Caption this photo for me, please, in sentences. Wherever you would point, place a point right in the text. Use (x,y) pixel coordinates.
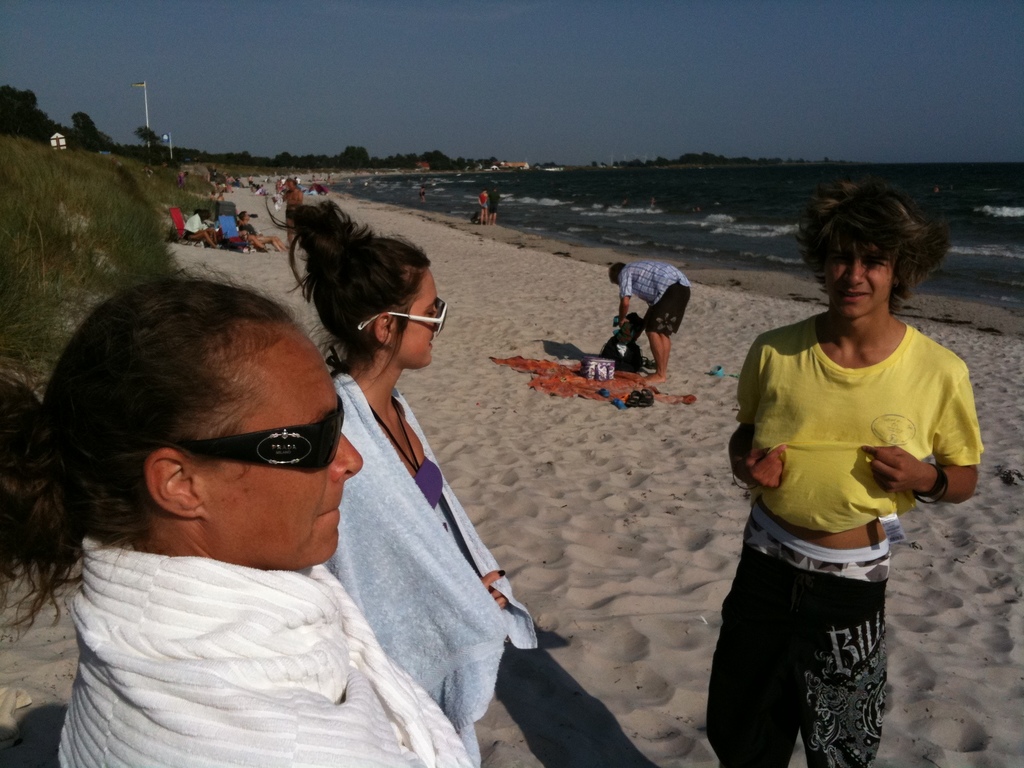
In the picture I can see people (277,387) among them some are sitting and some are standing on the ground (438,412). In the background (617,230) I can see the sky (486,152), water (600,228), trees (354,152), poles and some other things.
